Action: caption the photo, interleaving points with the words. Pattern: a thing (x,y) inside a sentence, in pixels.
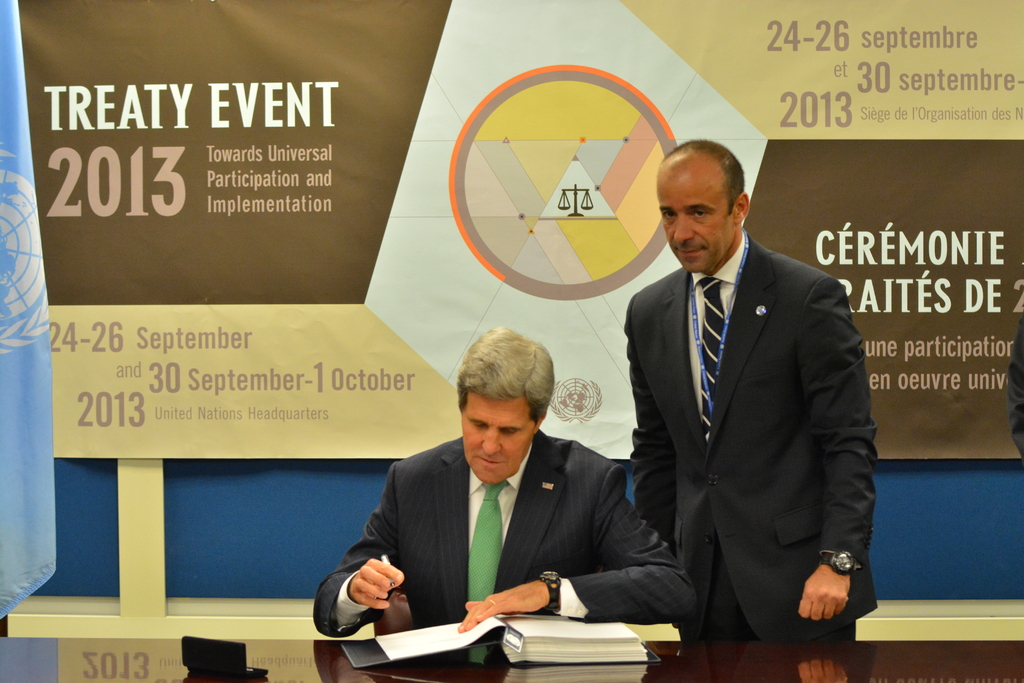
Here I can see two men (534,441). One is sitting on a chair (398,615) and one is standing. In front of these people (748,501) there is a table (140,659) on which a book (562,626) is placed. The man (551,535) who is sitting is holding a pen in the hand (382,577) and looking into the book (450,629). On the left side (29,342) there is a flag (13,492). In the background (408,256) there is board (431,208) on which I can see some text (242,91).
